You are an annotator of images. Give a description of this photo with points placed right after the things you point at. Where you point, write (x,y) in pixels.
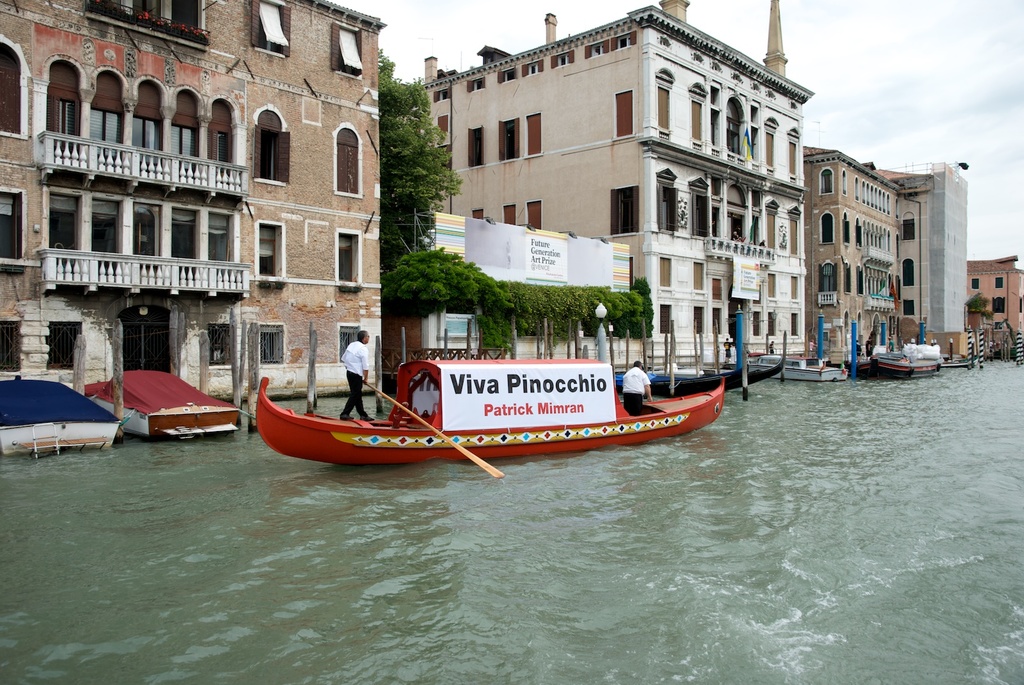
In this picture we can see few boats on the water (496,578), here we can see two people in the boat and one man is holding a paddle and in the background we can see buildings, trees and the sky (1017,105).
